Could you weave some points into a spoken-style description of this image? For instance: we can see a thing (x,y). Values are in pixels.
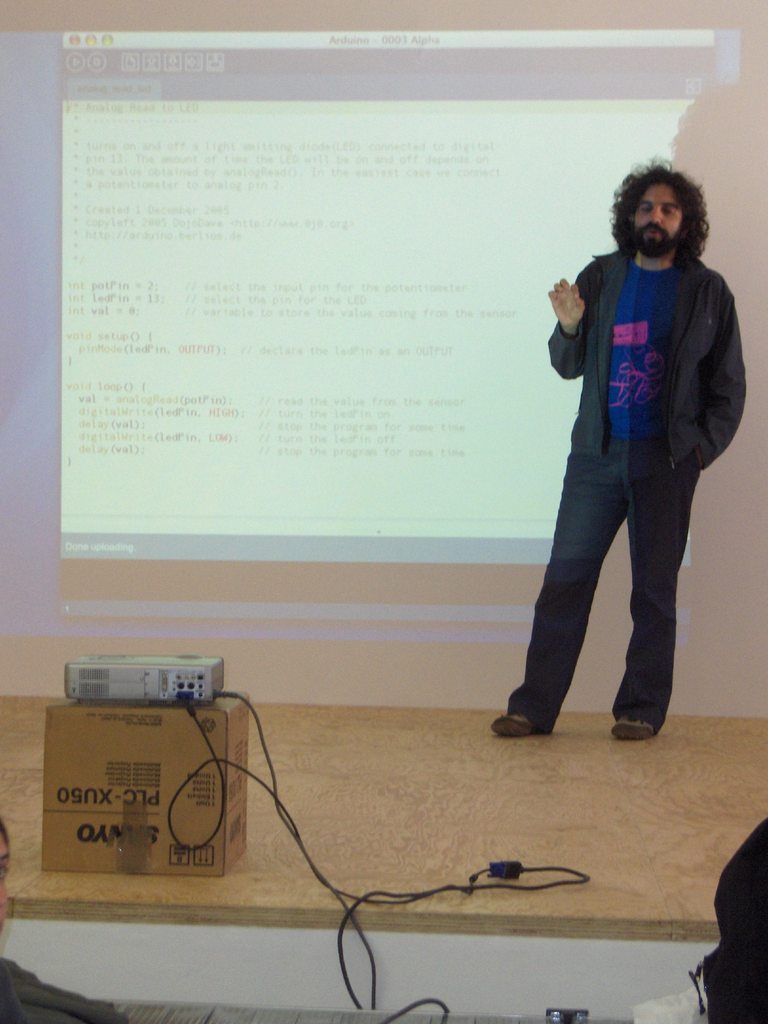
In this image there is a man (628,351) standing on stage (110,938) where we can see there is a screen (489,427) on wall (31,618), in front of him there is a projector machine (121,664).
